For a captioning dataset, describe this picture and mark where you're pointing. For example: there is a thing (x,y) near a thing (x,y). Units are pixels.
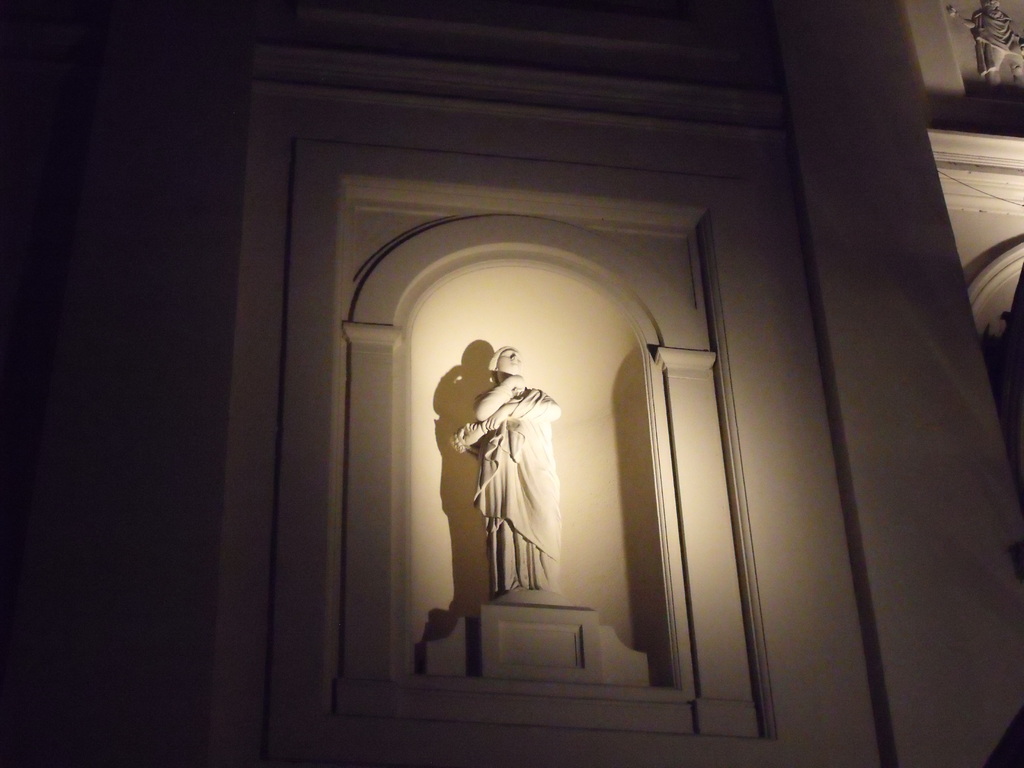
In the middle of the picture (498,406), we see the statue (482,471) and behind that, we see a wall (733,482) in white color. On the right side (995,57), we see the stone carved statue (986,36) and a white wall (945,54). On the left side (60,248), it is black in color. This picture is clicked in the dark.
